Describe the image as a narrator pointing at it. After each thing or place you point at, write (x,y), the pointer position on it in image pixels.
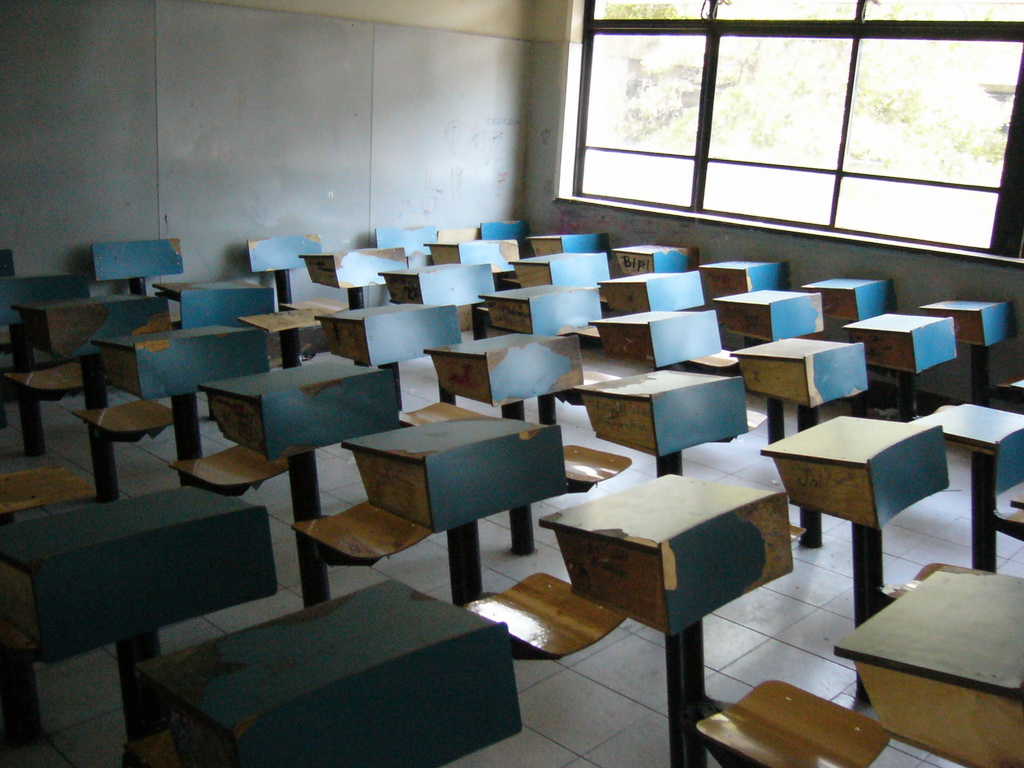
In this image, we can see the inside view of the classroom (518,290). Here we can see benches (514,624) and desk (620,505). At the bottom (927,531), there is a floor (580,717). Background (438,178) there is a wall (452,97), glass window (730,101). Through the glass (886,142) we can see outside view. Here we can see few plants (744,104).
